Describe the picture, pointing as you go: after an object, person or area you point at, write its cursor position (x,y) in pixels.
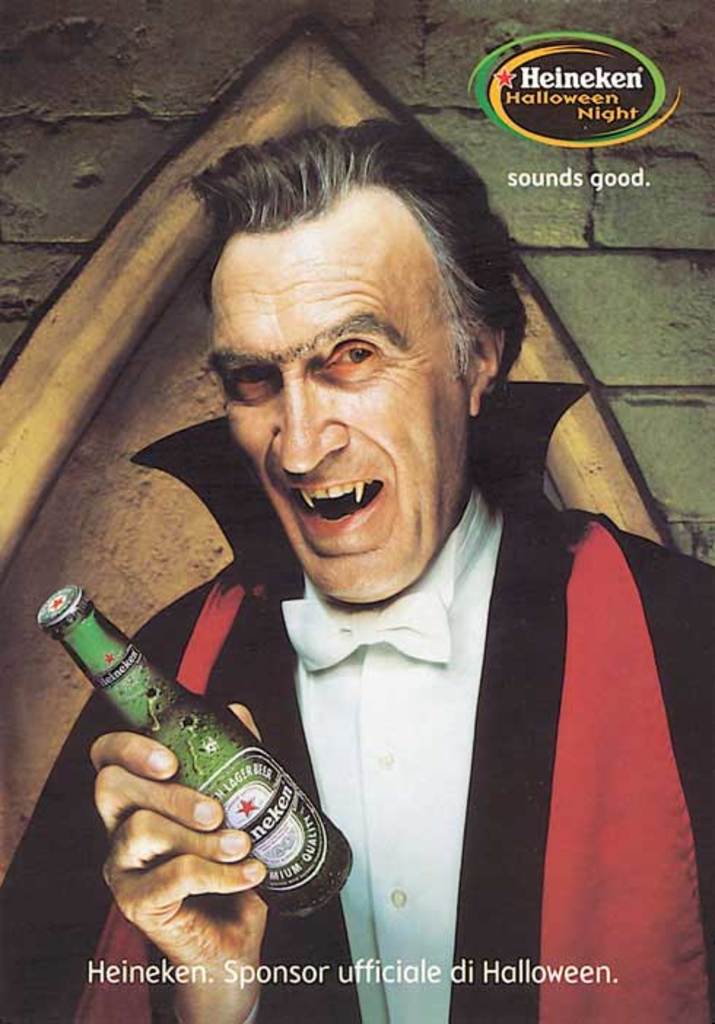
In this picture we can see man (527,389) holding bottle (138,655) in his hand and smiling and in background (401,98) we can see wall (124,70) and it is poster (494,280).
